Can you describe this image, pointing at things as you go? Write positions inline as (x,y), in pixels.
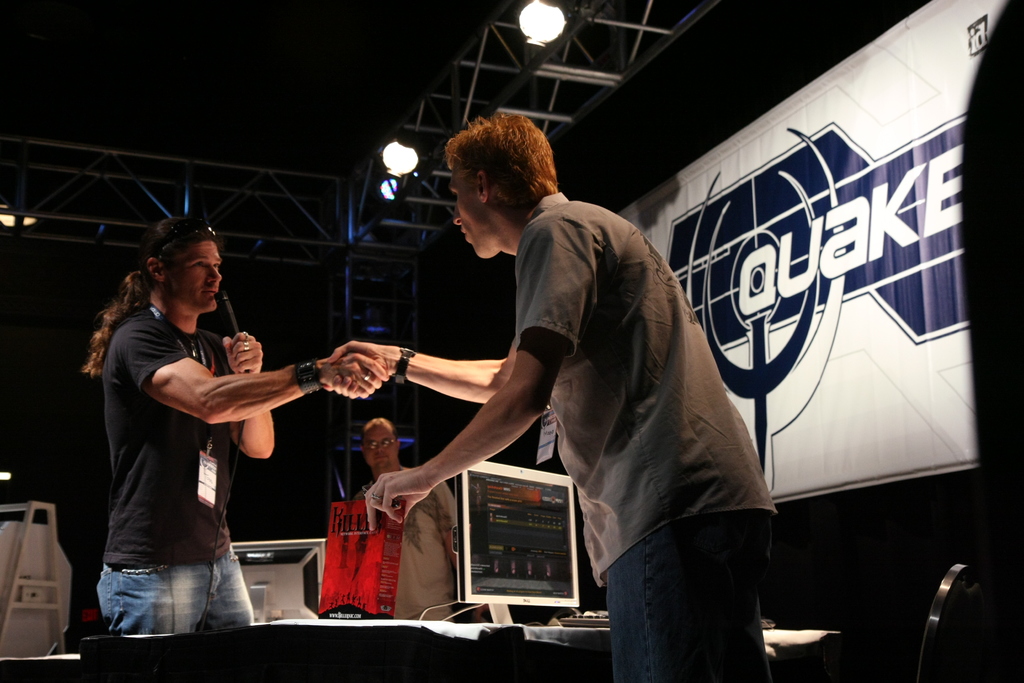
In this image, there are three persons (202,474) standing. Among them, I can see two persons (271,399) hand shaking and holding a mike (222,291) and a book (359,550). At the bottom of the image (539,650), there are monitors (539,580), a keyboard (586,623) on a table (512,635) and I can see a chair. At the bottom left corner of the image (23,633), I can see an object (39,535). On the right side of the image (847,391), there is a banner (838,245). At the top of the image (386,168), there are lights (414,157) and trusses (355,213). There is a dark background (108,40).
